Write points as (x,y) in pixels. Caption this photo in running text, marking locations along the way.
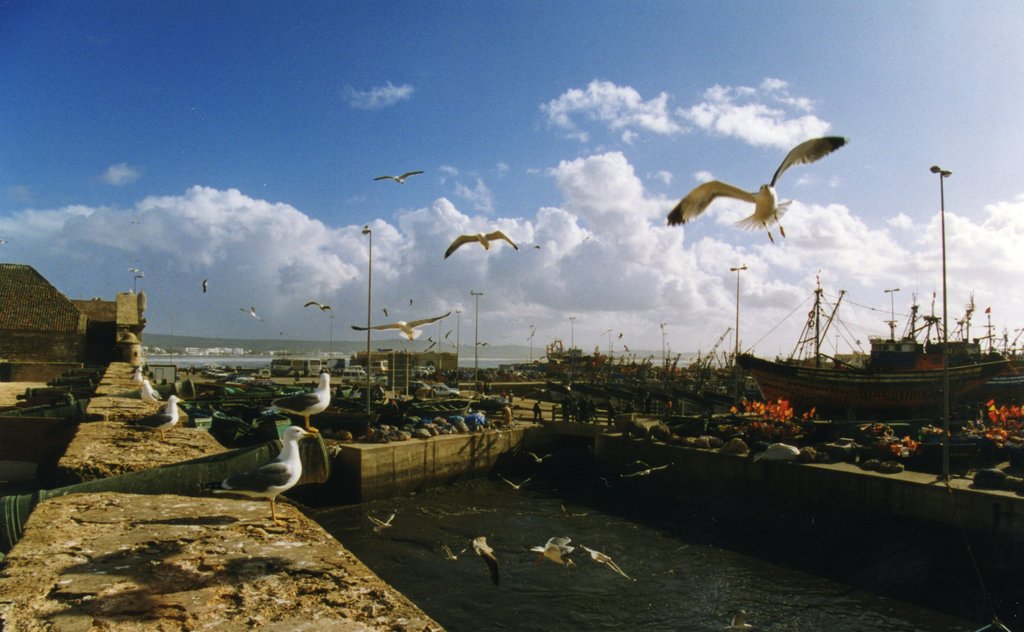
On the left side (192,499), there are birds (150,396) on the wall (154,427) of a building (59,355). On the right side (702,192), there are birds (386,522) flying in the air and there is water (647,619). In the background (508,402), there are boats (979,360), persons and there are clouds (277,236) in the blue sky (107,94).
